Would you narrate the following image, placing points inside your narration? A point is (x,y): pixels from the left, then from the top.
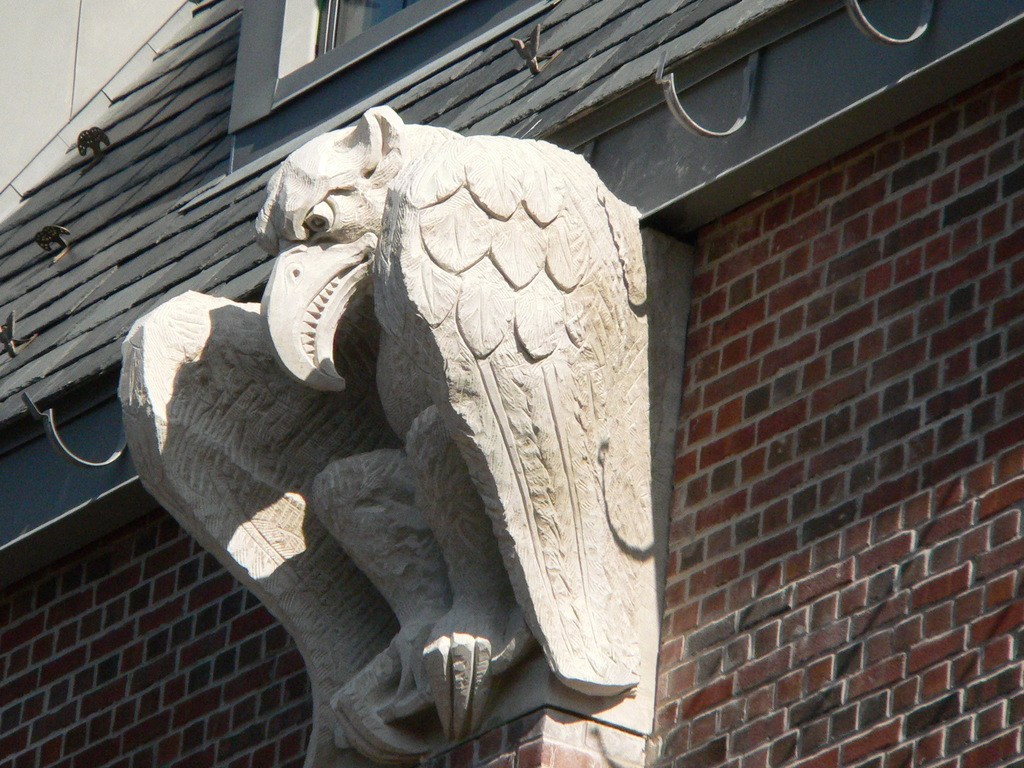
In the center of the image (477,340) a sculpture (469,356) is present. In the background of the image (901,378) we can see a wall (918,385) and a window (303,54) are there.
